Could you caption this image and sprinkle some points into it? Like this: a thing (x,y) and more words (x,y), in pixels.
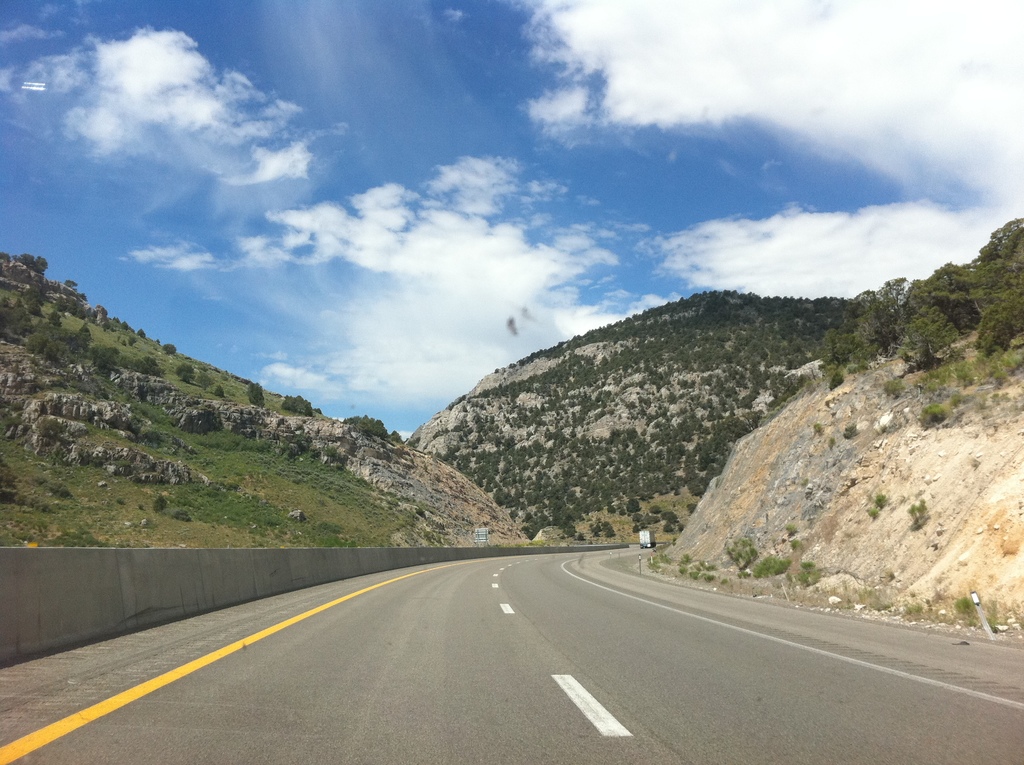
There is a road (621,658) at the bottom of this image (628,625), and there are mountains (529,514) in the background (672,514). The sky (520,268) is at the top of this image (535,159).
